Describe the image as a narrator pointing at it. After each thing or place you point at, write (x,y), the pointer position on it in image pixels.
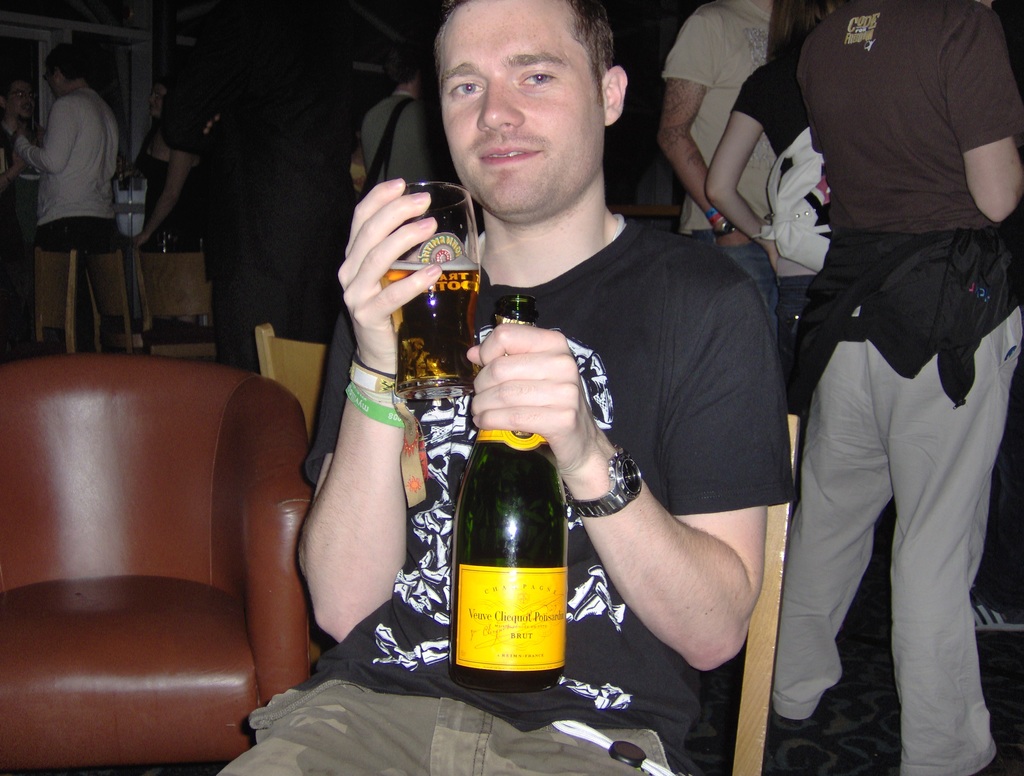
On the background (78,103) we can see persons (400,99) standing. Here we can see one man (668,412) wearing black colour t shirt (678,401) holding a glass (473,336) and a bottle (548,455) in his hand (552,413). He wore watch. This is a chair (184,545).
